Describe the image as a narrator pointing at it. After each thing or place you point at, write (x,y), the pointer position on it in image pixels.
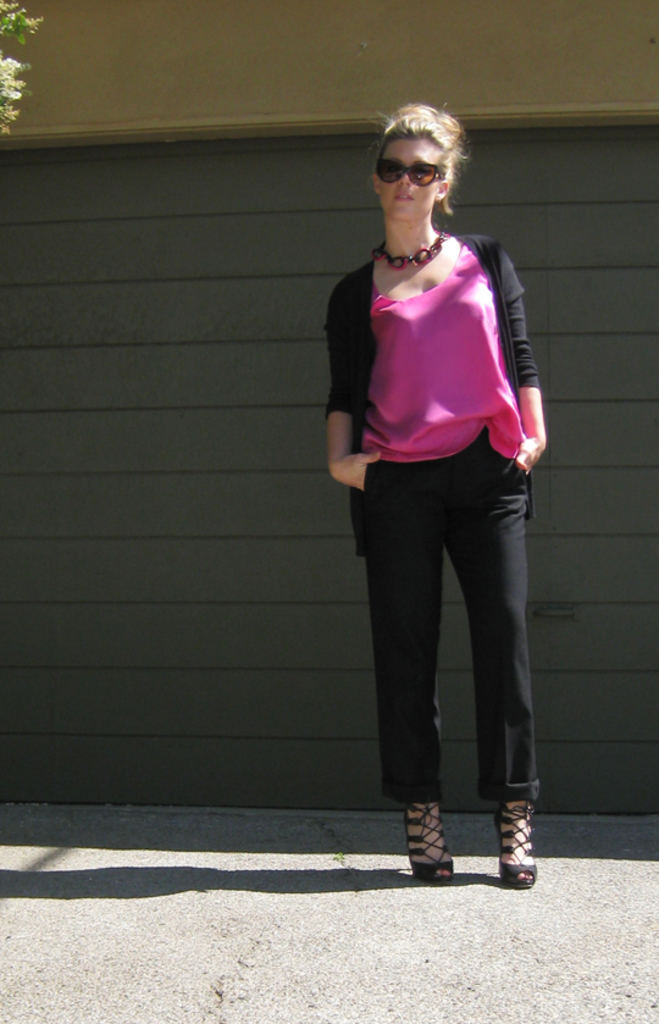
In this image there is a girl (448,376) standing on the ground (373,911) by wearing the black color shrug (510,297). In the background (226,327) there is a wall (108,313). On the left side (13,91) top there are flowers (16,83). She is wearing the spectacles (413,180).
